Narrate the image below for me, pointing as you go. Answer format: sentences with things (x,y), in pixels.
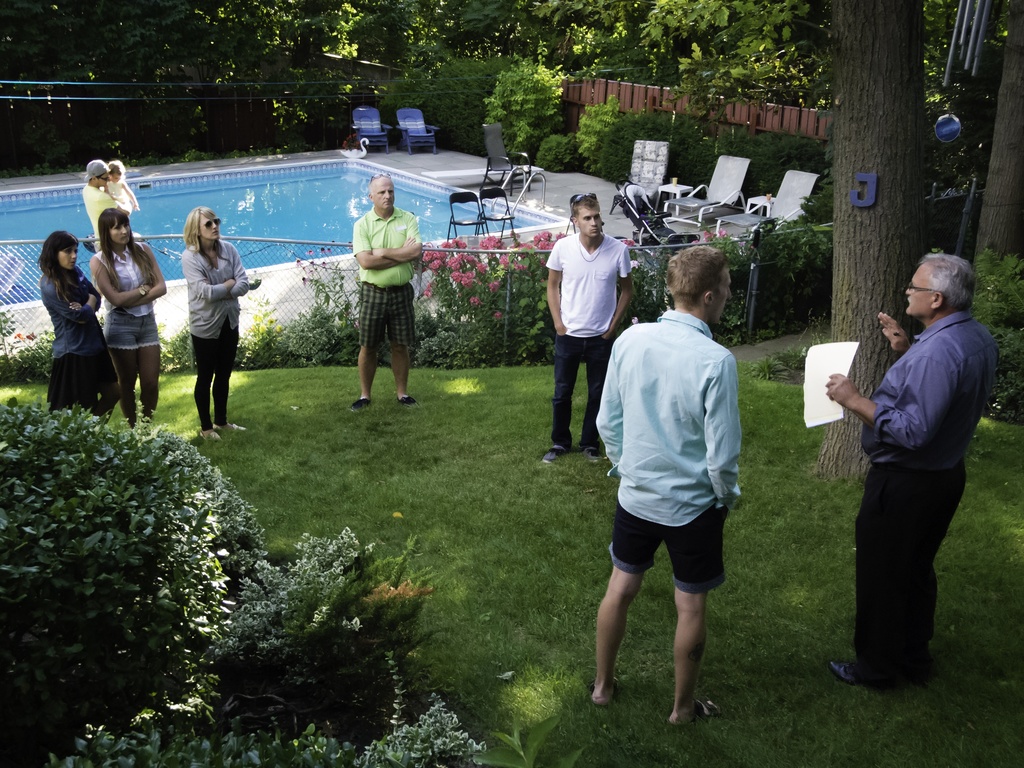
In the image we can see there are people (228,344) standing on the ground (768,558), the ground (574,723) is covered with grass (428,566). Behind there are plants (437,349) and there is a swimming pool (334,163). There are chairs (388,127) kept near the swimming pool (282,222) and there are lot of trees (456,121) at the back (256,70).
